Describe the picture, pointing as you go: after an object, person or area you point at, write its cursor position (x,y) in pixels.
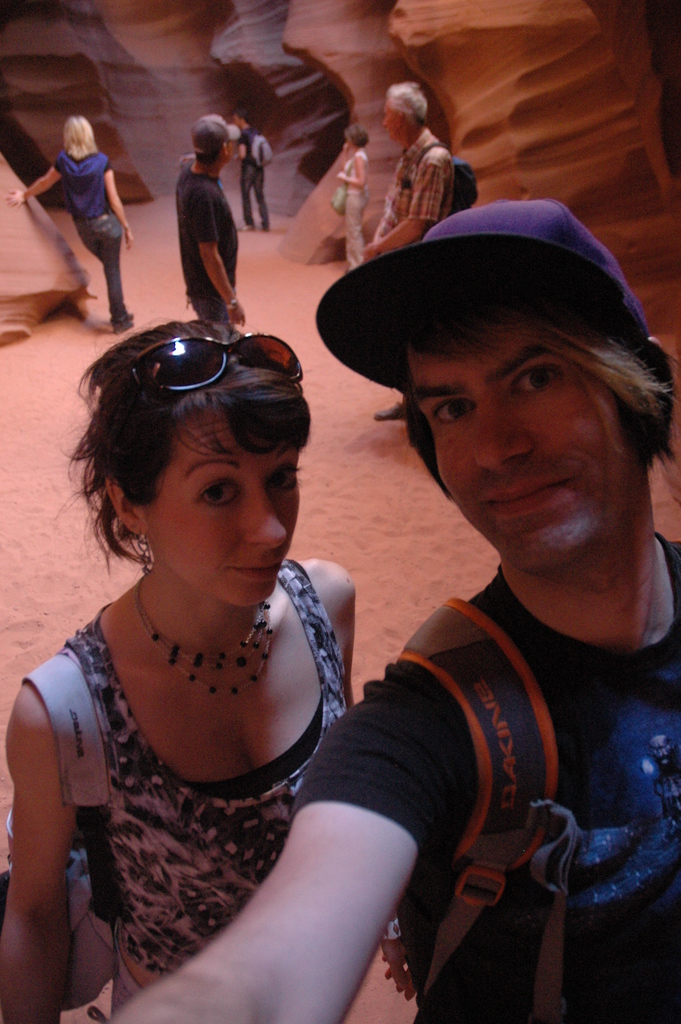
In the image there are two people (560,599) in the foreground (516,820), it looks like they are taking a selfie and behind them there are few other people (256,181).
